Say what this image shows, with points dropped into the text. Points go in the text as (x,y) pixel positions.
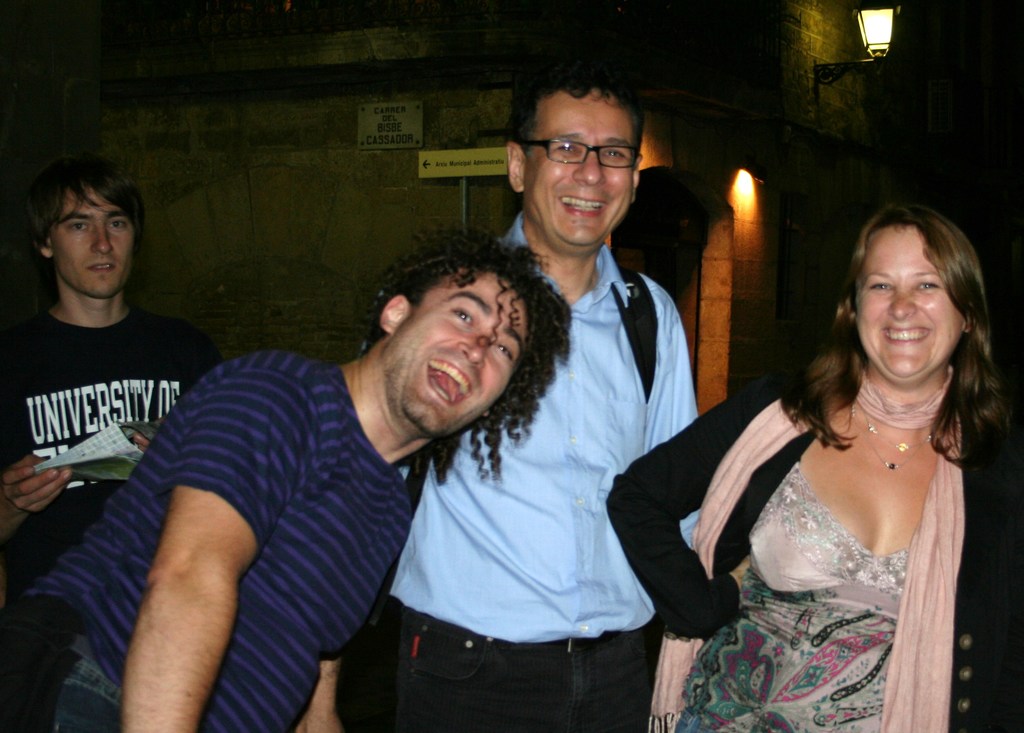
In this image, we can see persons (443,537) wearing clothes (616,625). There are lights (749,180) in the top right of the image (883,69). There is a wall (221,127) at the top of the image (246,86).
